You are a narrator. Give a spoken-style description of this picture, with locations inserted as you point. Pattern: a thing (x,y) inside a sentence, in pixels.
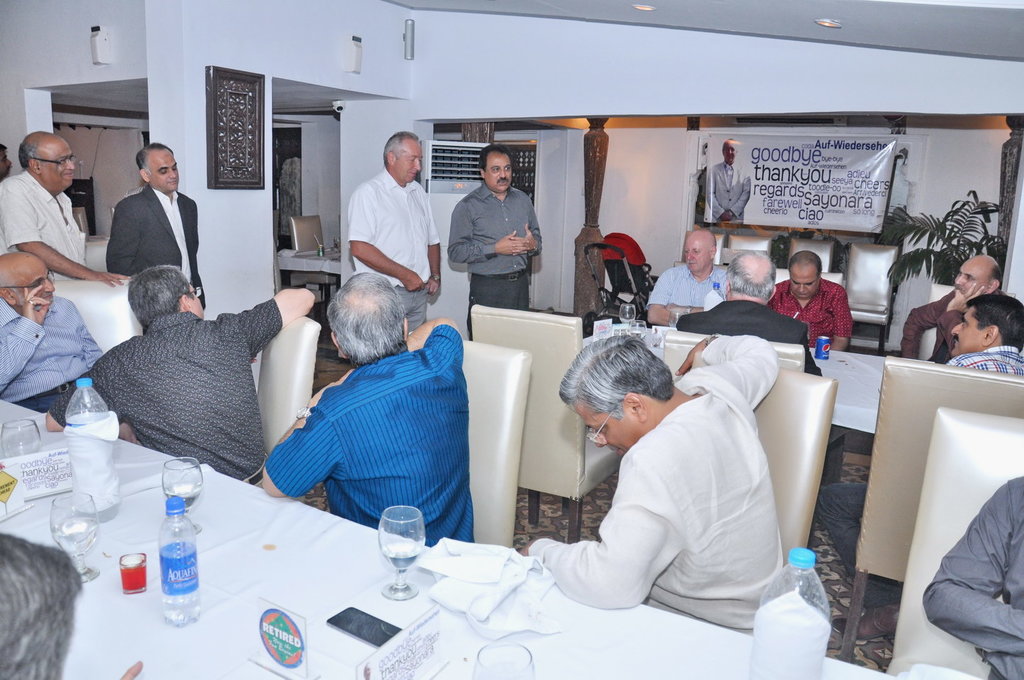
In this image there are group of people (481,247) standing, another group of people (958,586) sitting in the chair (532,361) and in table (210,513) there are bottle (186,537), glass (194,460), paper (16,489), mobile (341,626), name board (300,626) and in back ground (238,183) there is photo frame (261,159) attached to the wall (692,103) and a banner (825,221) tied to the wall (739,230).
